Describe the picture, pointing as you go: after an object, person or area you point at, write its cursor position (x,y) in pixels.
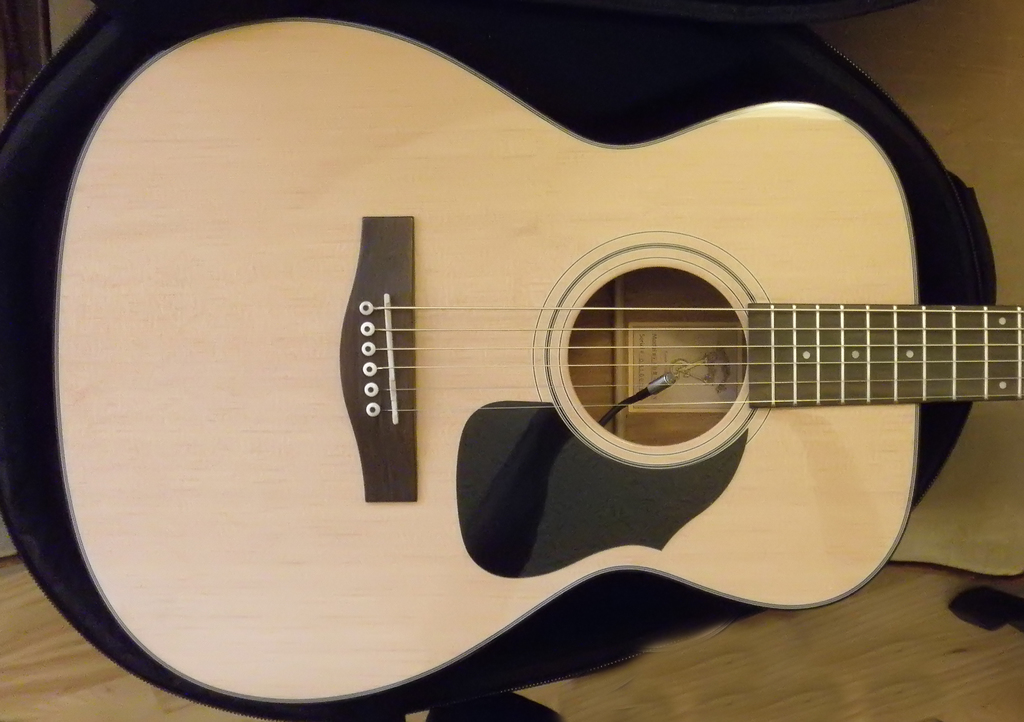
In this image there is one guitar (512,473), and on the bottom (63,649) there is a wooden floor (791,660).
